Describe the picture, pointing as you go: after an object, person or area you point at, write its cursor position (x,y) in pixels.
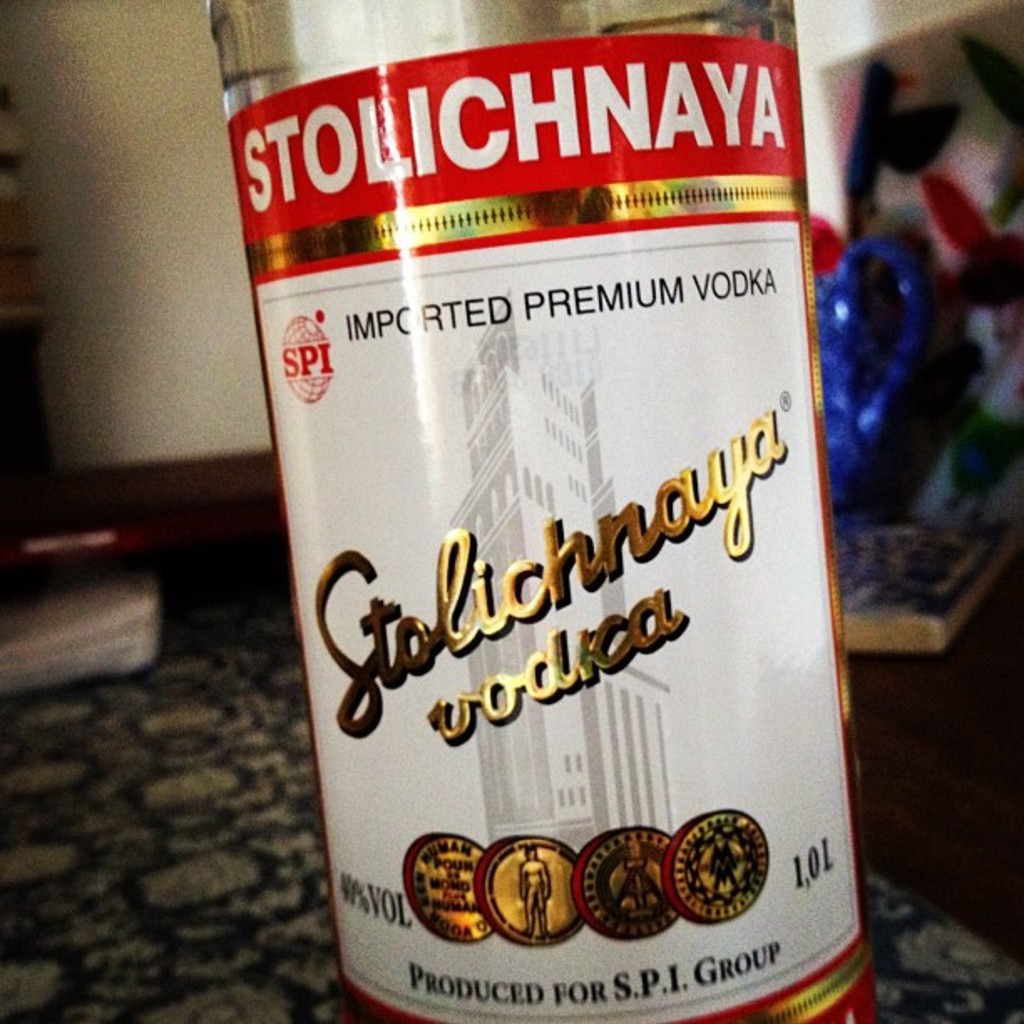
In this image I can see vodka bottle (526,396) and a sticker (467,256) is attached to the bottle (487,260). It is in white, red and gold color. Back I can see few objects (135,643) on the table (195,727).
